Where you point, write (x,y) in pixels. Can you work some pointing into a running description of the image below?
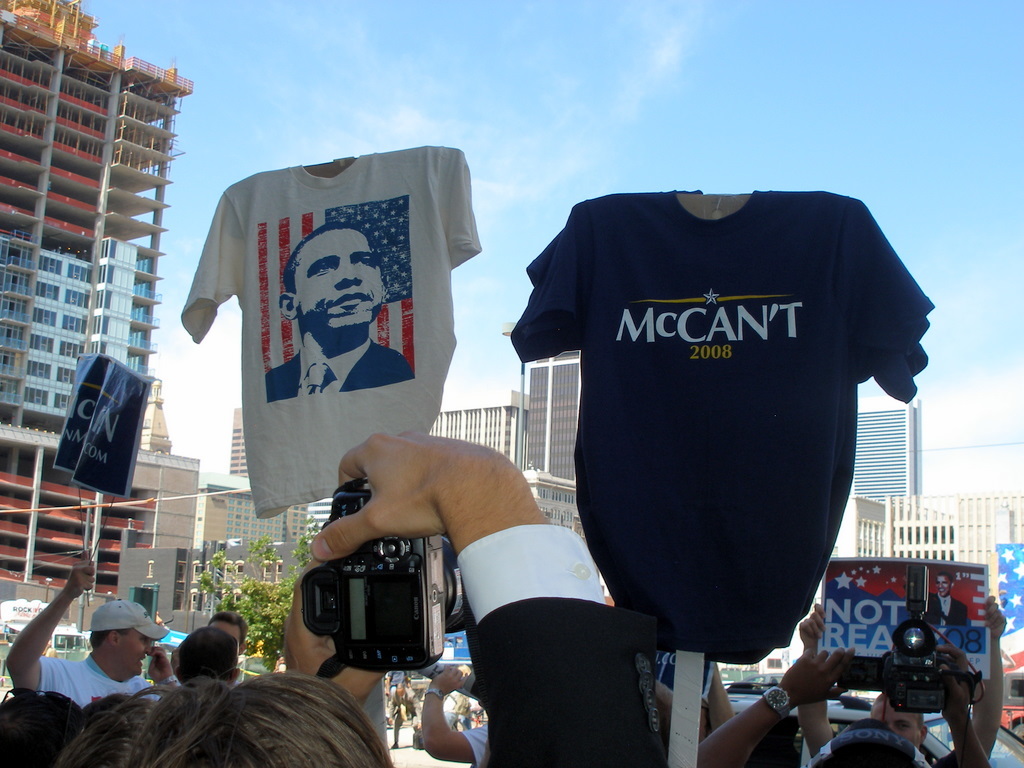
In this image two shirts (782,394) are displayed. At the top of the image (493,69) there is a sky (672,100) with clouds (368,135). In the left side of the image (4,313) there is a building (41,303) with windows (6,272) and pillars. In the middle of the image (386,432) a man (606,742) holding a camera (309,618) in his hand (299,646) is standing. In the right side of the image (854,633) there are few buildings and few people (842,756) are holding a poster (880,648).
